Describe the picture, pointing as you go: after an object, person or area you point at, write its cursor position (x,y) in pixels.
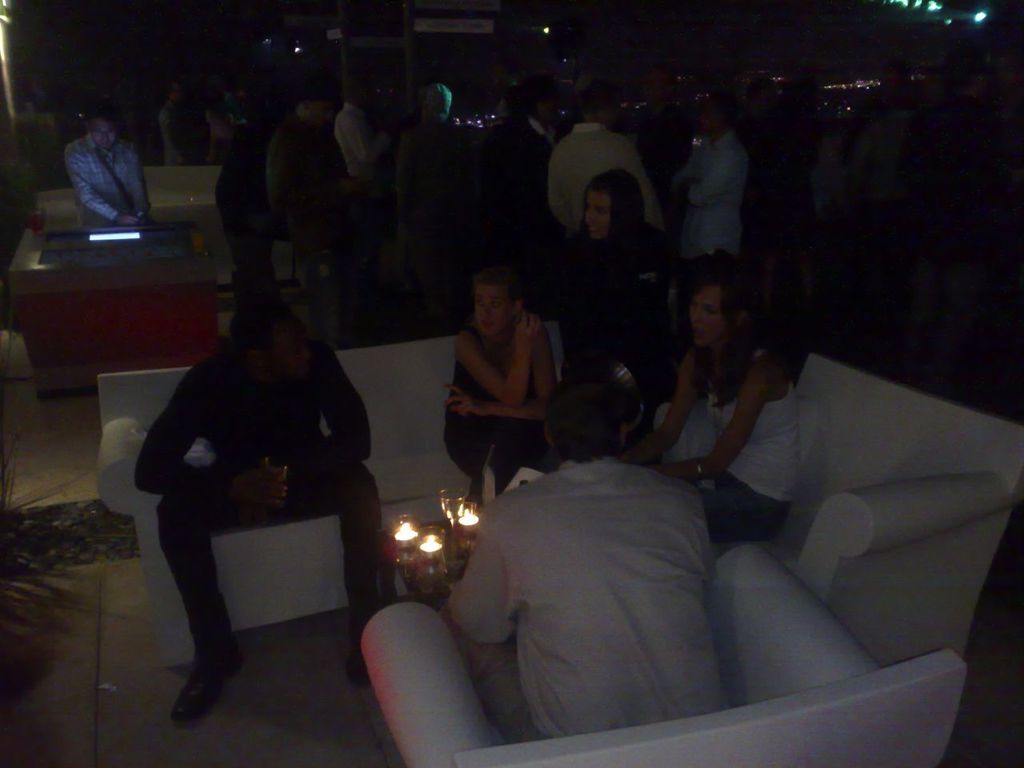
In this image we can see few people (540,471) are sitting on the sofas (540,760) and there are people (576,209) standing on the floor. Here we can see candles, tables (50,272), poles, boards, lights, and other objects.
